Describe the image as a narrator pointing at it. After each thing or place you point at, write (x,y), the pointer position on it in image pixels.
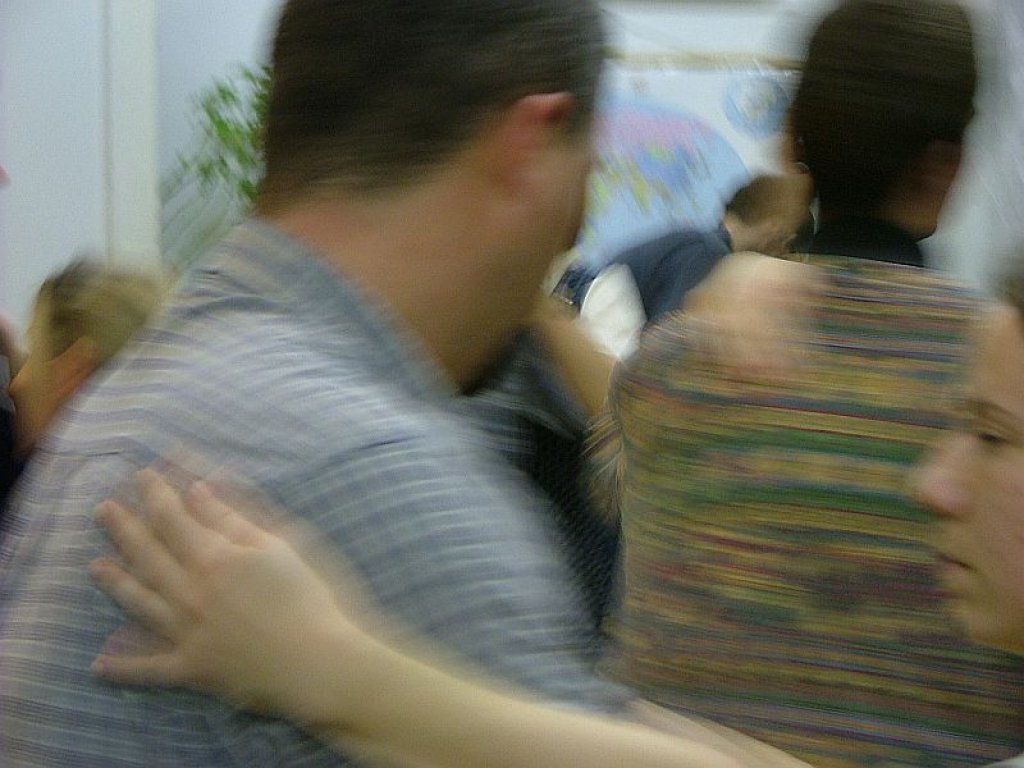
In the picture I can see a blur image which has few persons (711,362) standing and there is a plant (242,122) in the background (251,114).
